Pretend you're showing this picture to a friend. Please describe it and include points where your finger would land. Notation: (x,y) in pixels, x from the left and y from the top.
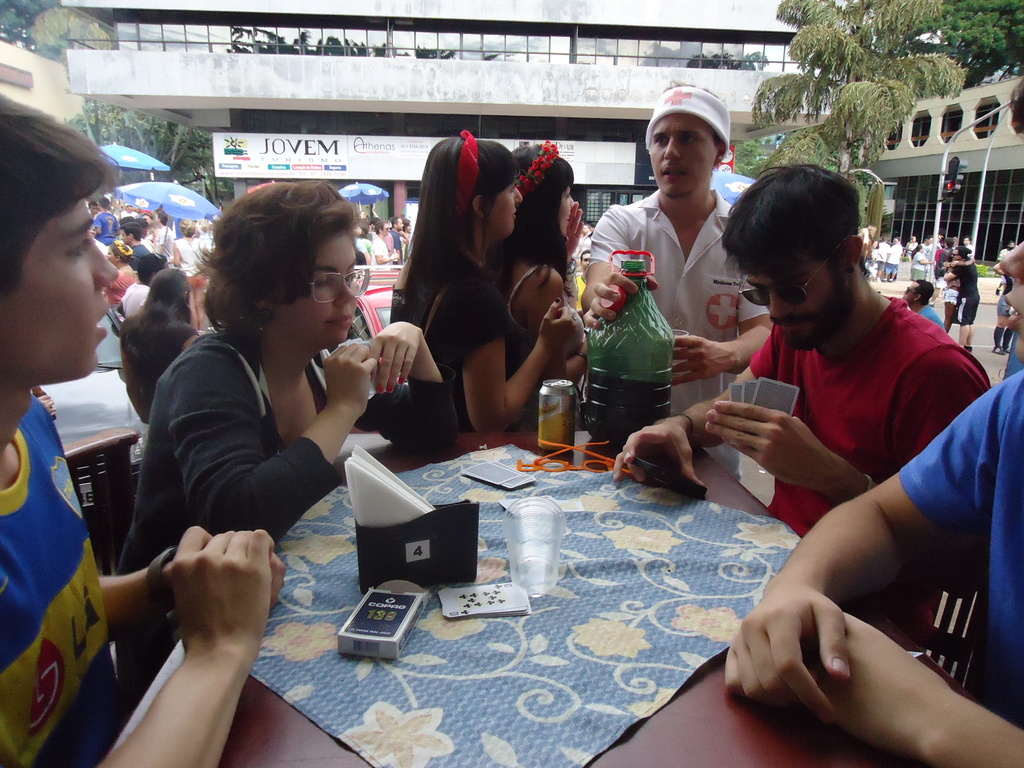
In this picture we can see some people (821,584) sitting in front of a table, there is a cloth (574,649), glasses (530,568) and tissue papers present on the table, in the background (961,299) there are some people (925,242) standing here, we can see a building (633,118) here, there are umbrellas (114,152) here, there is a hoarding (324,171) here, on the right side (945,191) there is a pole (981,191) and traffic lights (947,177), we can see a tree (925,76) at the right top of the picture (943,69).
